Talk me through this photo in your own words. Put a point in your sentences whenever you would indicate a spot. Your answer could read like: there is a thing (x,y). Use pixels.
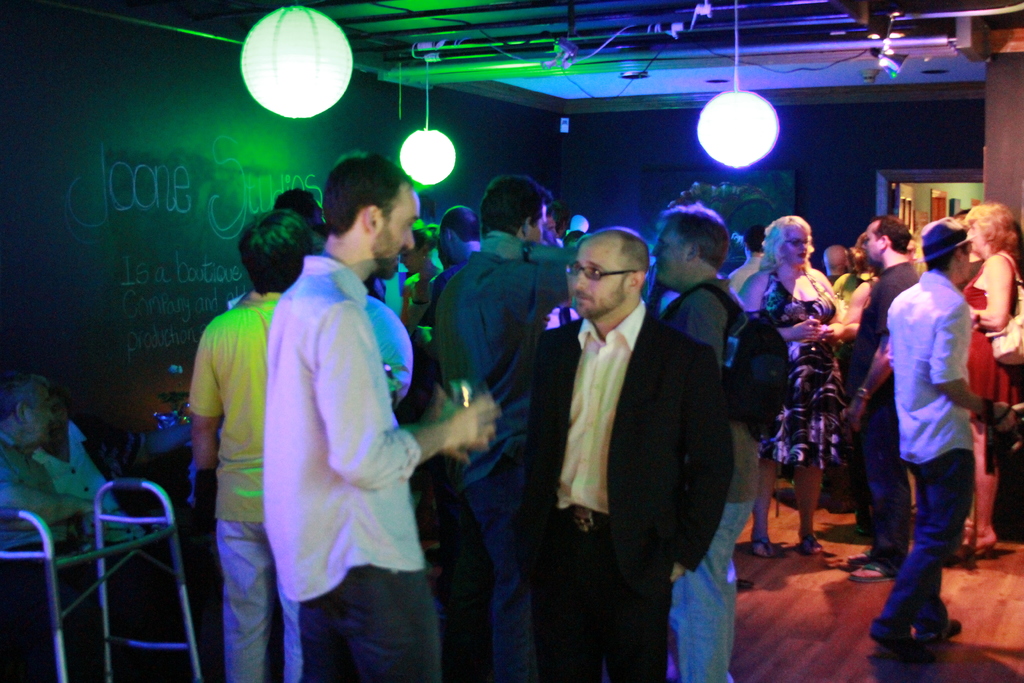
In this image we can see a group of people (546,435) standing on the floor (844,596). One person (466,448) is holding a glass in his hand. To the left side (123,449), we can see two persons (70,458) sitting and a stand (184,602) placed on the floor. In the background (770,127), we can see some lights (441,165) and the door (890,206).
